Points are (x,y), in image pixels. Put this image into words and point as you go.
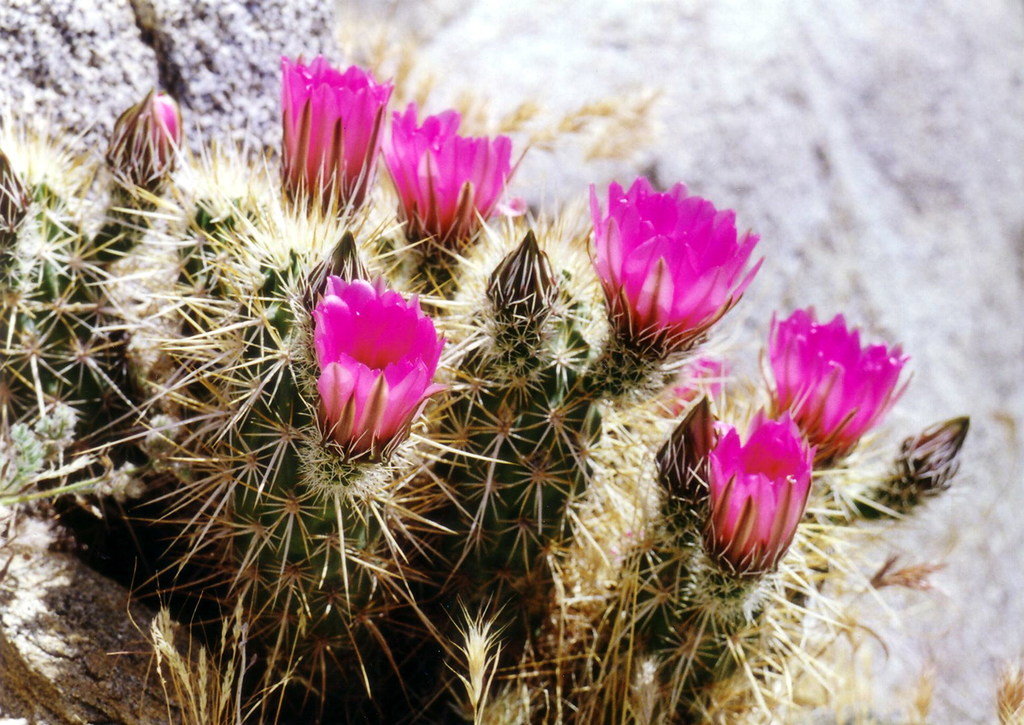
In this image we can see a few flowers (380,285) and thorns (254,318) of a plant (370,304).
